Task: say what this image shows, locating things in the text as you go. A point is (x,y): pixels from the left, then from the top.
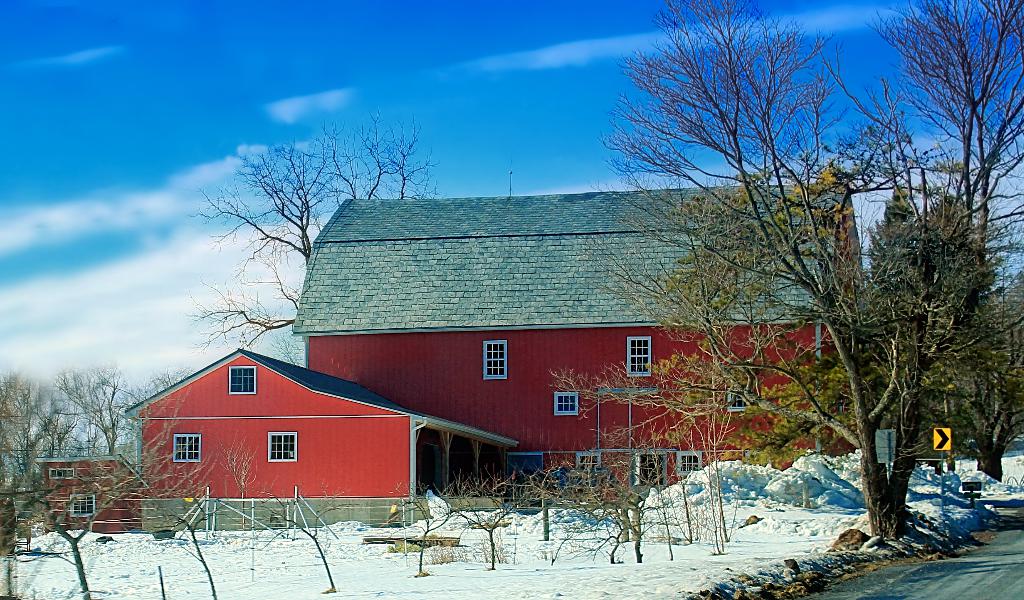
In this image we can see a few houses (351,437), there are windows (574,402), poles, sign boards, pillars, trees (918,437) and snow (814,485), in the background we can see the sky (965,0).
